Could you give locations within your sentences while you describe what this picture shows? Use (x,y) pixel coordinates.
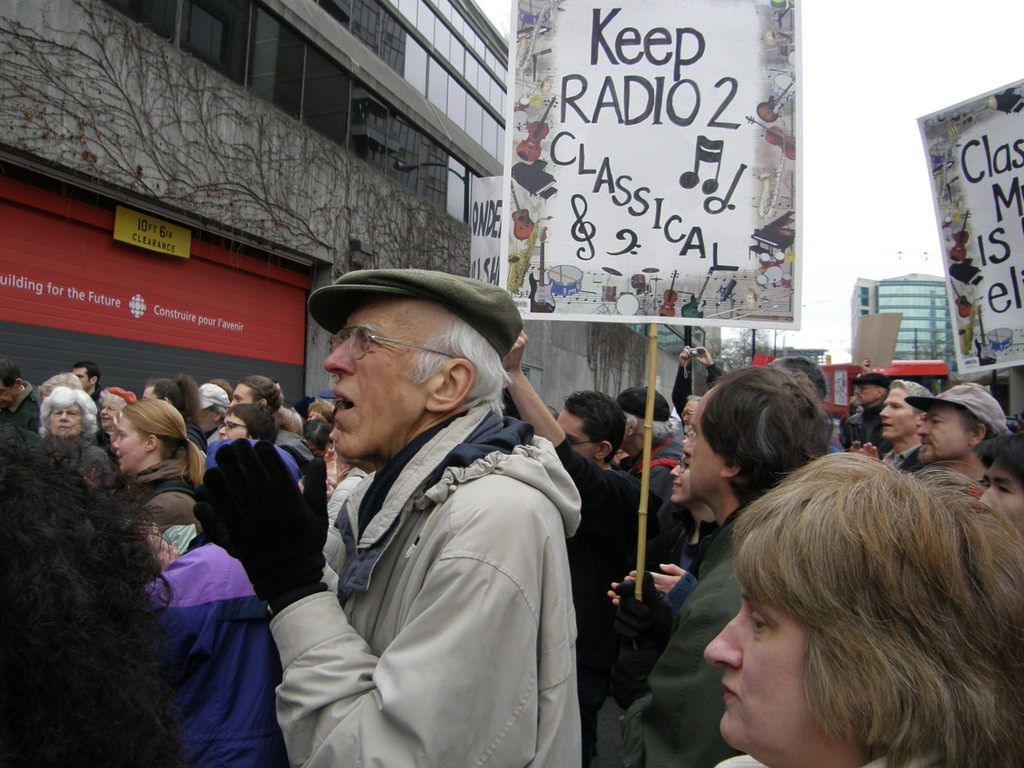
In this image we can see some persons (574,510), name boards (775,160) and other objects (638,603). In the background of the image (896,98) there are buildings (857,310), name board (481,202), sky (838,333) and other objects (289,305).
